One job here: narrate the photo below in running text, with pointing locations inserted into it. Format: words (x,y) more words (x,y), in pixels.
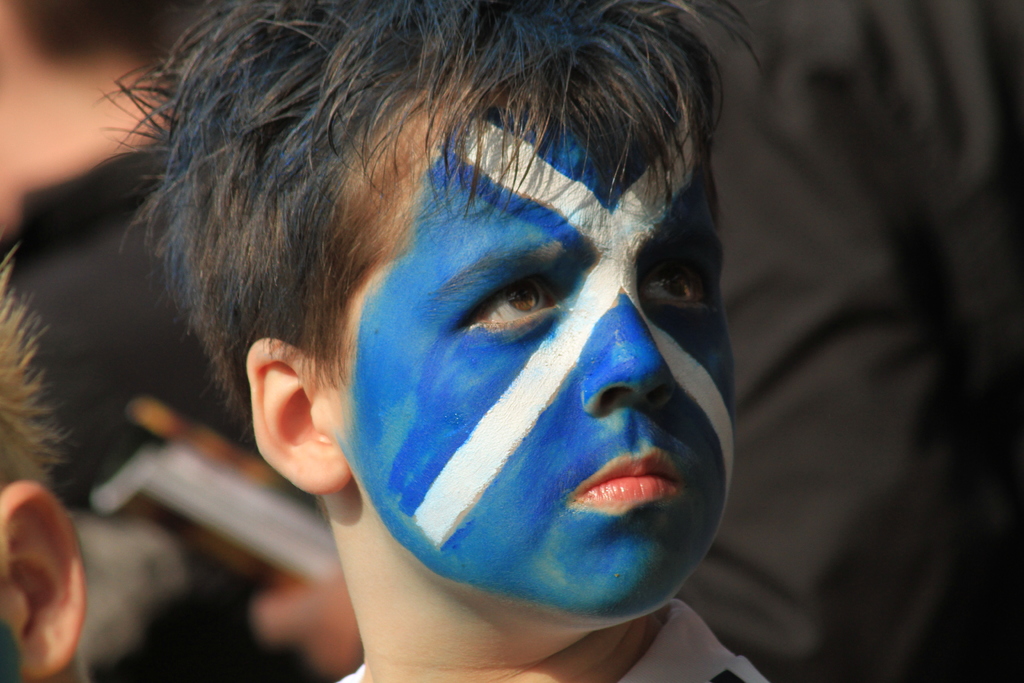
In the picture I can see a child (429,567) upon whose face (523,417) I can see the blue and white color paint (552,374). The background of the image (18,92) is slightly blurred, where we can see a few more people (74,285).
